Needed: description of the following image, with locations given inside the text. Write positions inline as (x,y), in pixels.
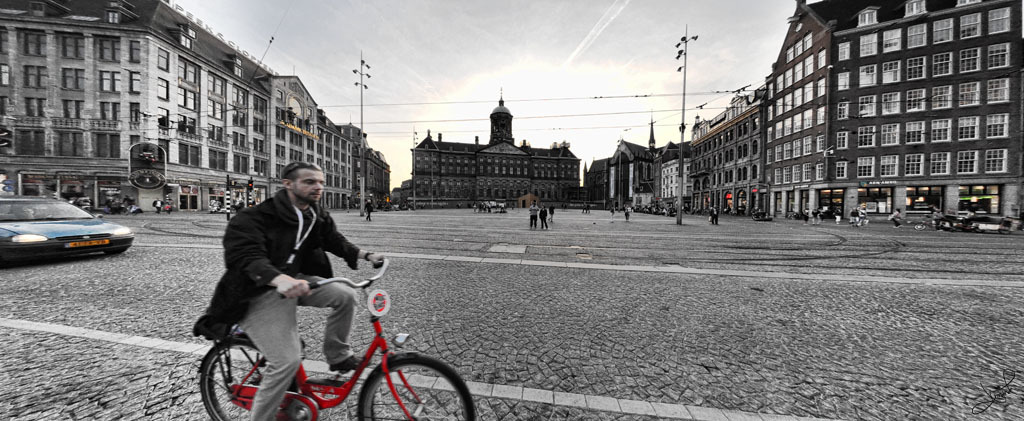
In this picture we can see man (309,272) riding bicycle (319,283) on road (440,282) and we have car (37,225) on the road (131,259) and in background (120,129) we can see buildings (882,84) with windows (871,72), some persons (372,210) standing and walking, pole (416,192), sky (455,70).
